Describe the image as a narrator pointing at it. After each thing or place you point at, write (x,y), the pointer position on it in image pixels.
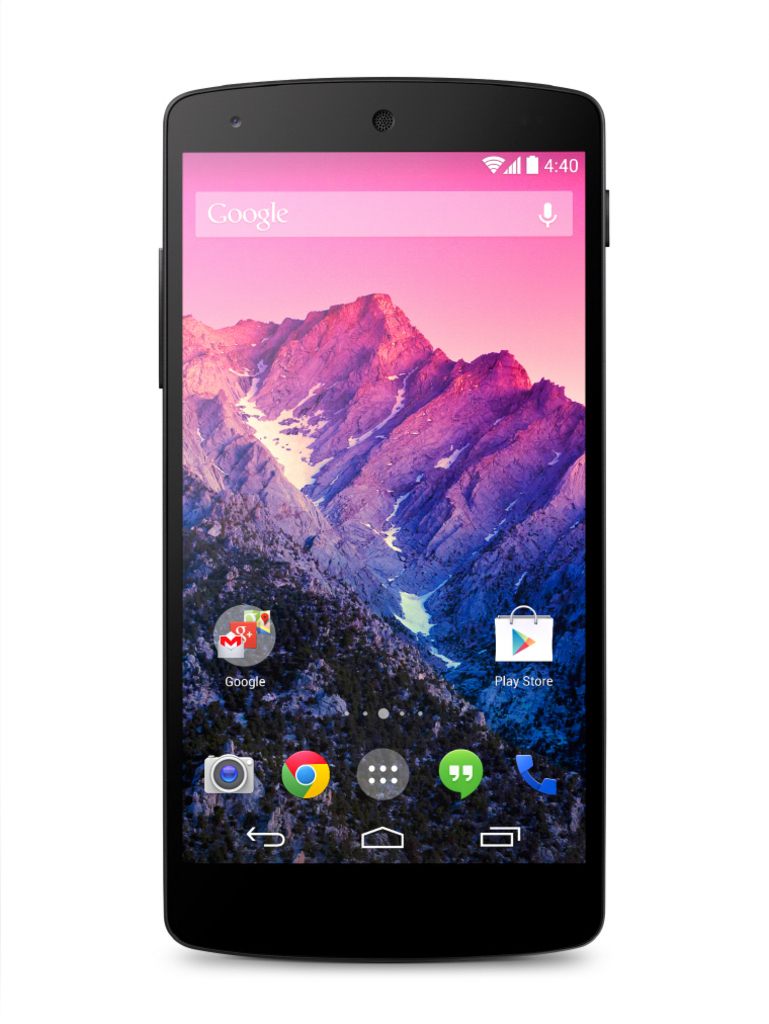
In this image I can see a mobile (424,888) which is black in color and on the screen (384,612) of the mobile (356,691) I can see few icons (310,781), a mountain (309,532) and the sky (418,278). I can see the white colored background (747,357).
